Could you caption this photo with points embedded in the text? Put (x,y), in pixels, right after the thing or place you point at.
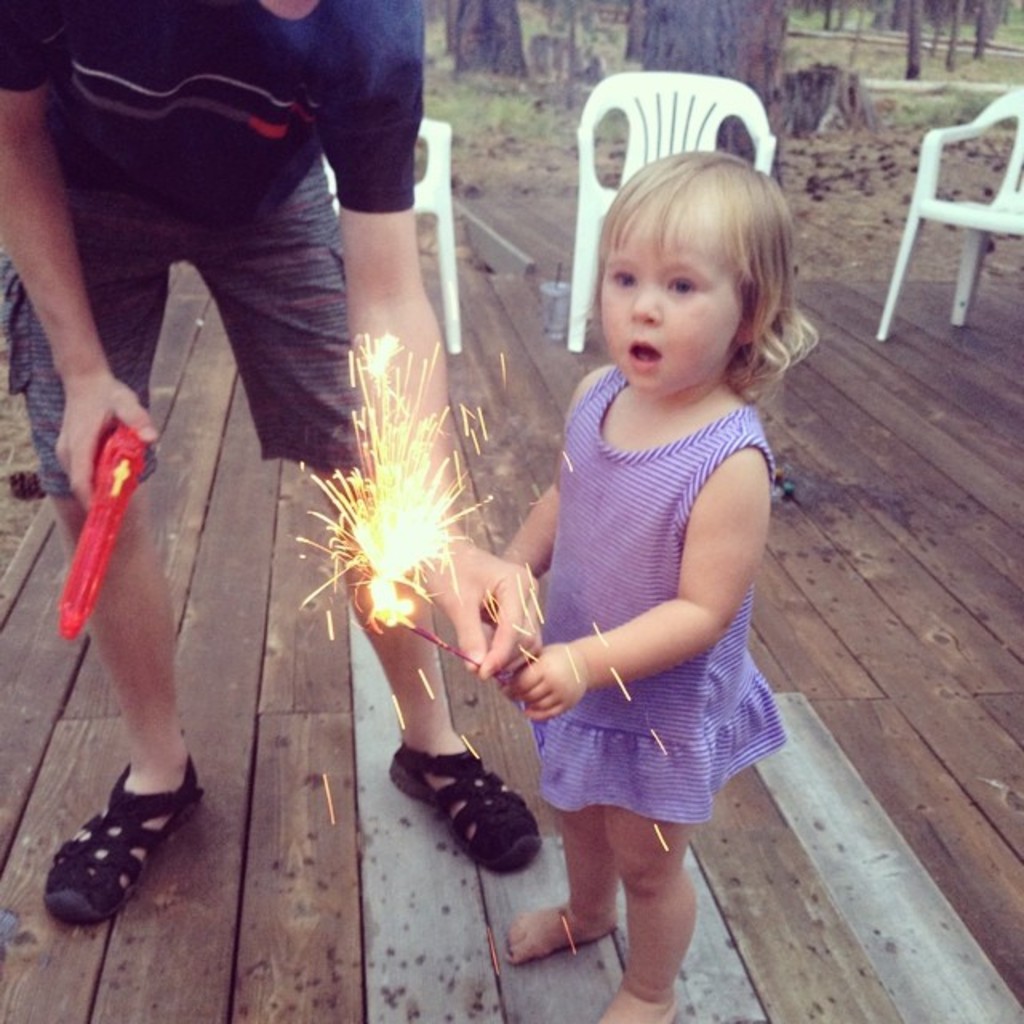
In this image I can see a girl (637,612) standing playing with the crackers (430,572). In the background (654,36) I can see trees (684,31) and three chairs (640,154). on the left side (139,168) there is a man (210,127) holding lighter (97,503) in his right hand (97,401).
